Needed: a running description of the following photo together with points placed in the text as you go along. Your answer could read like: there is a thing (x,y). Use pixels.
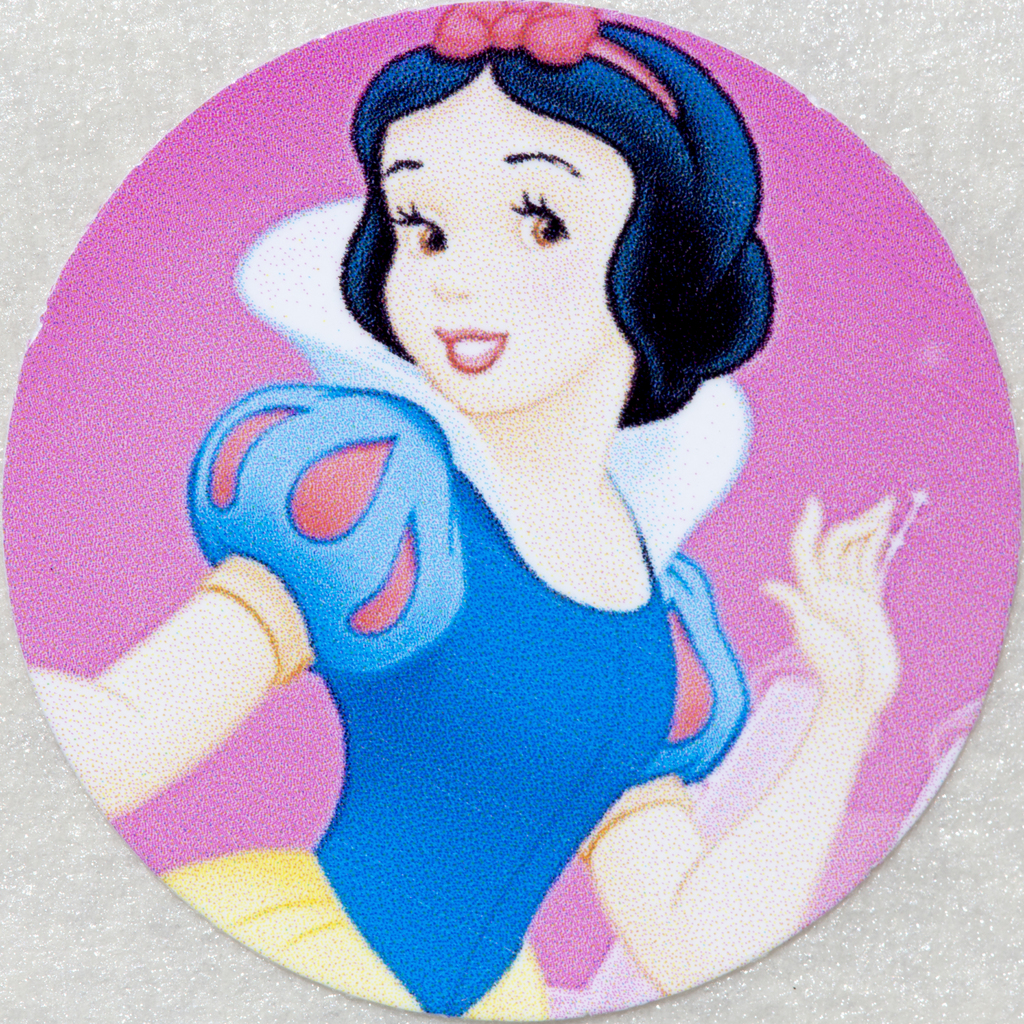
In this image there is a painting (870,456). In this image, we can see painting (572,659) of a girl (442,296). In the background (297,364), we can pink color and white color.
